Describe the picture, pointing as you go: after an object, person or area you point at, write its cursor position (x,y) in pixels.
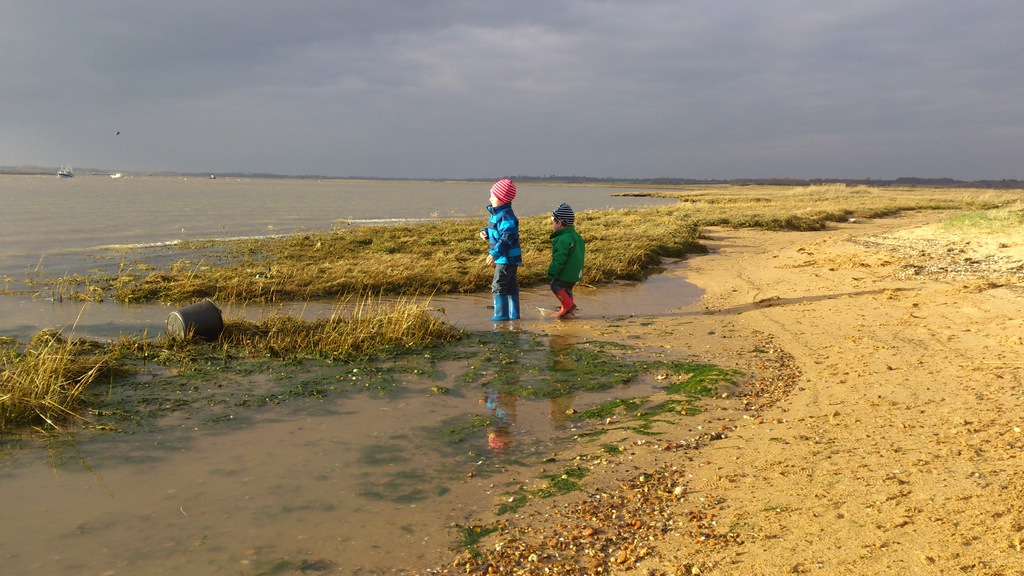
In the picture we can see the sand surface (960,554) and beside it, we can see the water surface (306,494) with grass plants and two children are standing on it and in the background (526,100) we can see the sky (550,142) with clouds (476,142).
